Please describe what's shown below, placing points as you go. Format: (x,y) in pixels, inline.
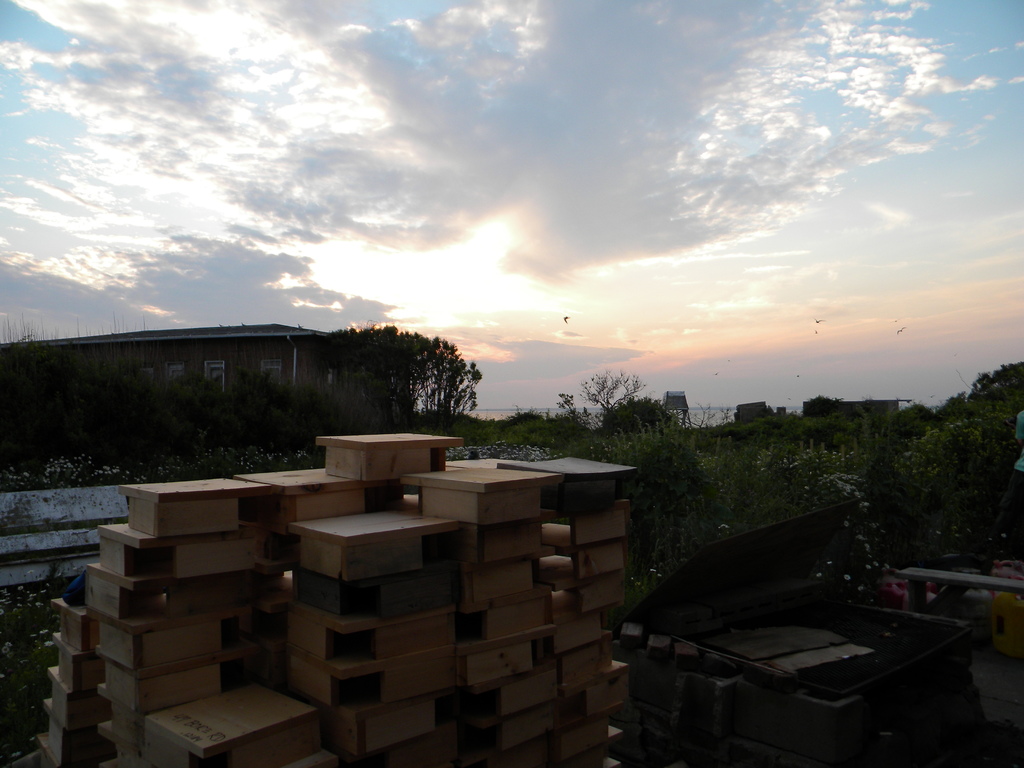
At the bottom (269,589) we can see small wooden objects (340,662) one on one and beside there are bricks (788,704), objects (788,638), plants (754,506) and a bench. In the background (141,456) there are trees (379,385), buildings (292,380), windows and clouds (654,350) in the sky (661,23).
